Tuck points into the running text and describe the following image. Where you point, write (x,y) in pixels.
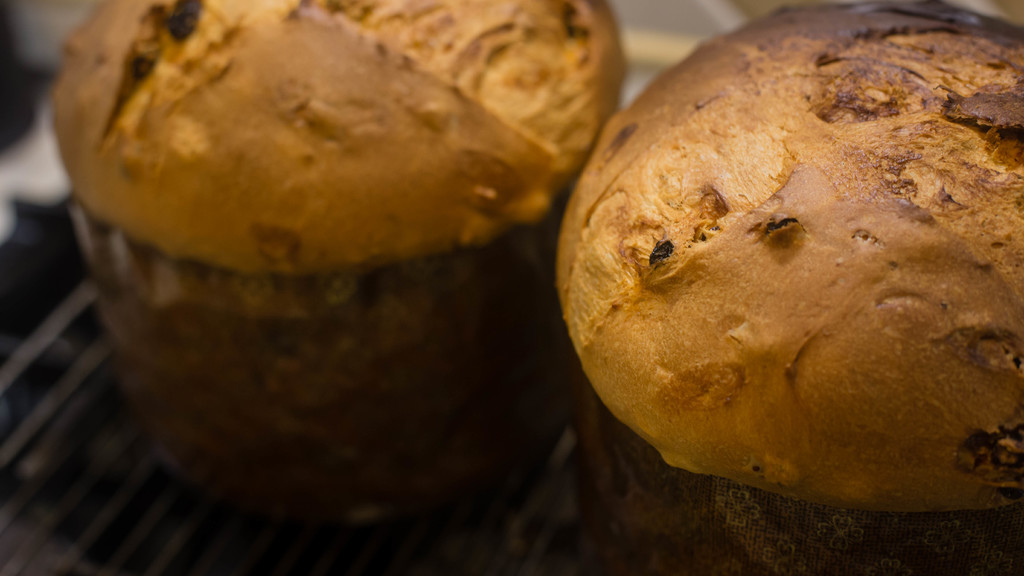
In this picture we can see food items (793,263).
